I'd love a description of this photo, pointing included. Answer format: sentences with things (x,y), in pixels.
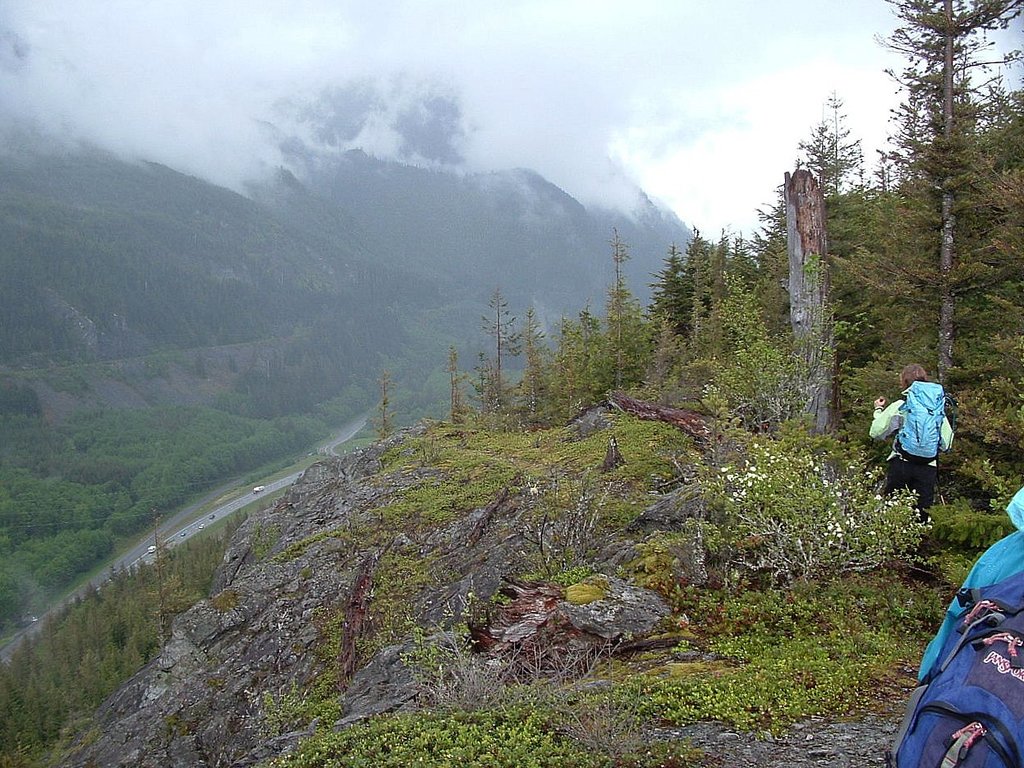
In this picture I can see trees (964,324) on the hills (371,304) and I can see couple of them (910,468) wearing backpacks (955,667) on their back (919,667) and looks like fog (394,109) and a cloudy sky (702,193).
